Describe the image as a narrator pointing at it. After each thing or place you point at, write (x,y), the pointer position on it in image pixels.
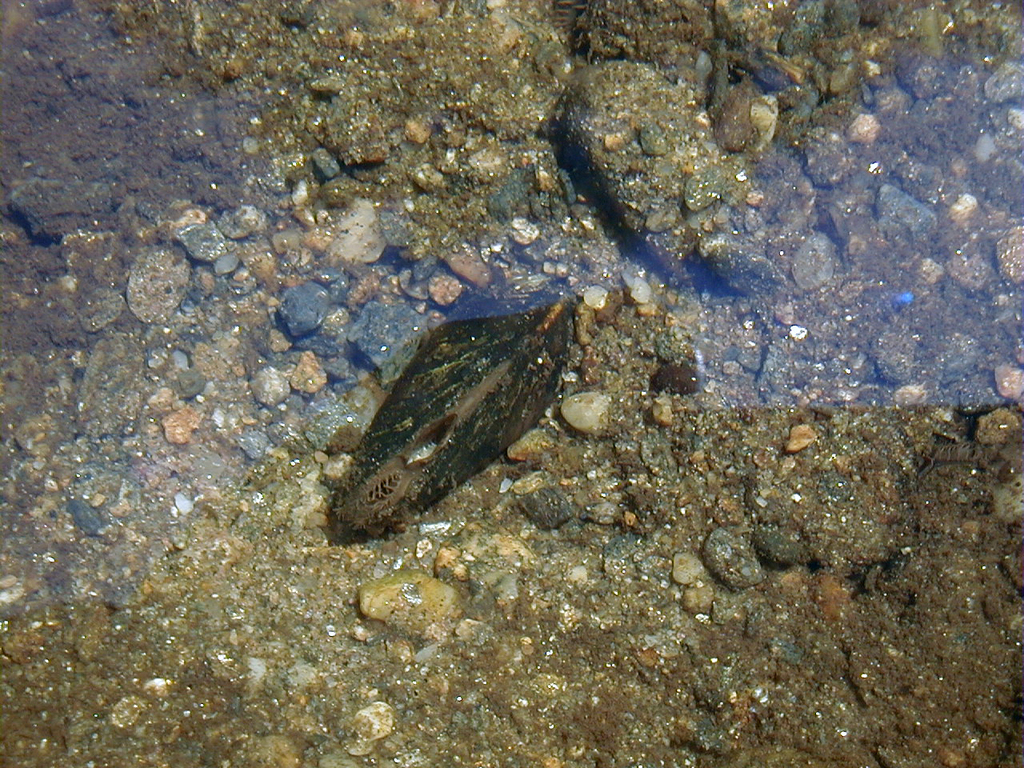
In the picture I can see an animal (452,440) in the water (867,316). Here I can see few stones (217,311) in the water (241,297).
